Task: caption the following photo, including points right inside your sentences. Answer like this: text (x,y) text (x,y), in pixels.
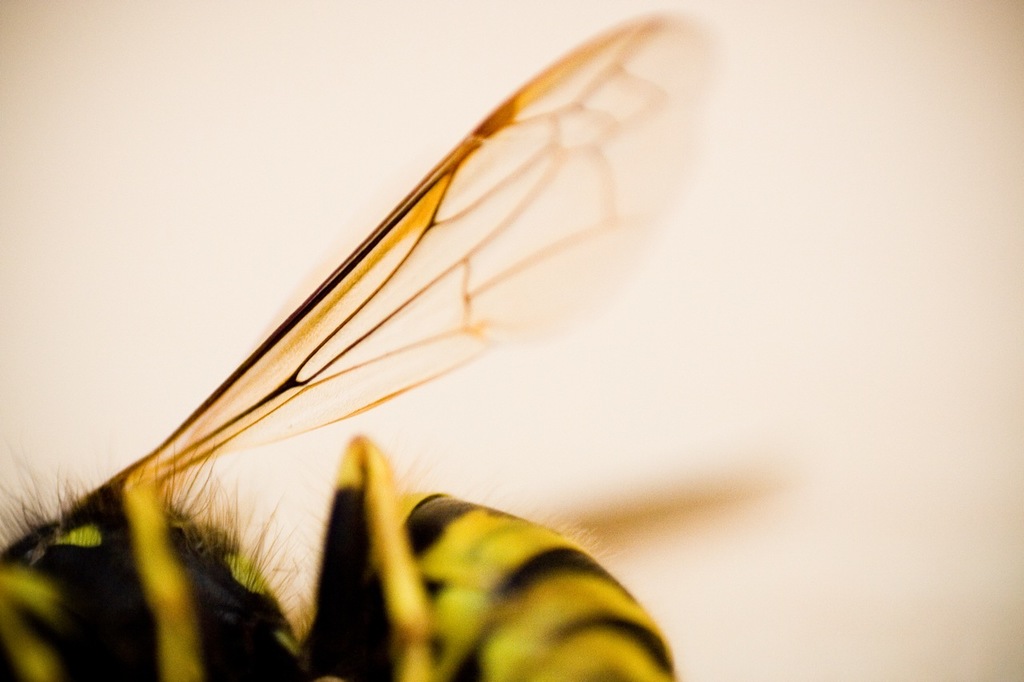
In this image I can see a wasp (493,634). And the background (234,182) is blurry.
